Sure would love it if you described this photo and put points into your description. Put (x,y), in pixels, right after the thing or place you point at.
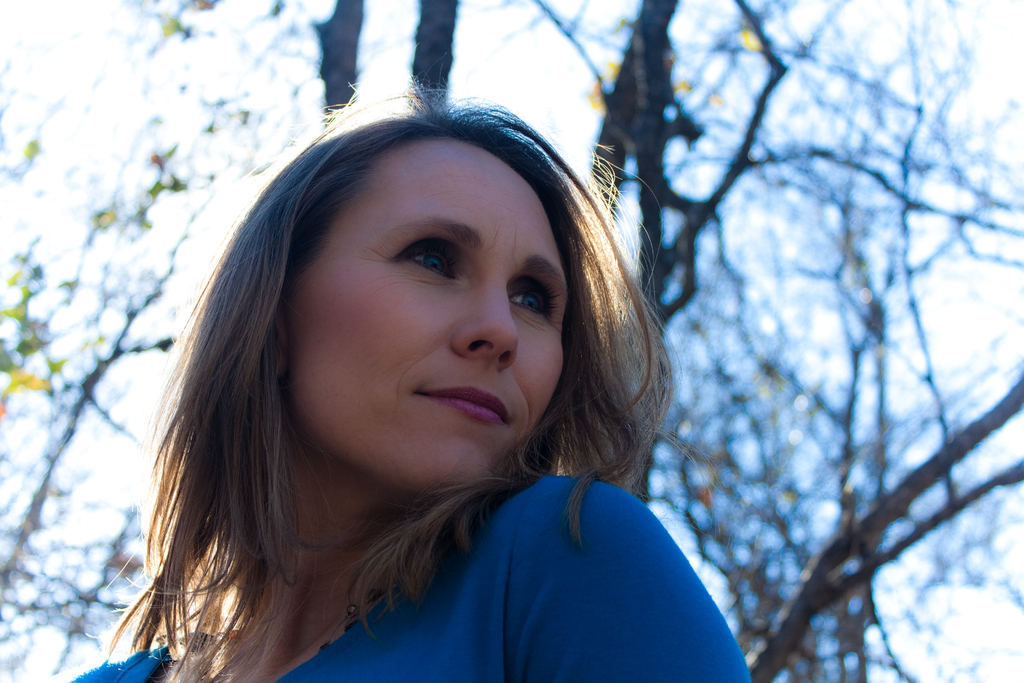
This picture is clicked outside. In the foreground (385,399) there is a woman (398,537) wearing blue color dress (543,542) and seems to be standing. In the background (258,27) we can see the sky (548,58) and trees (642,75).
